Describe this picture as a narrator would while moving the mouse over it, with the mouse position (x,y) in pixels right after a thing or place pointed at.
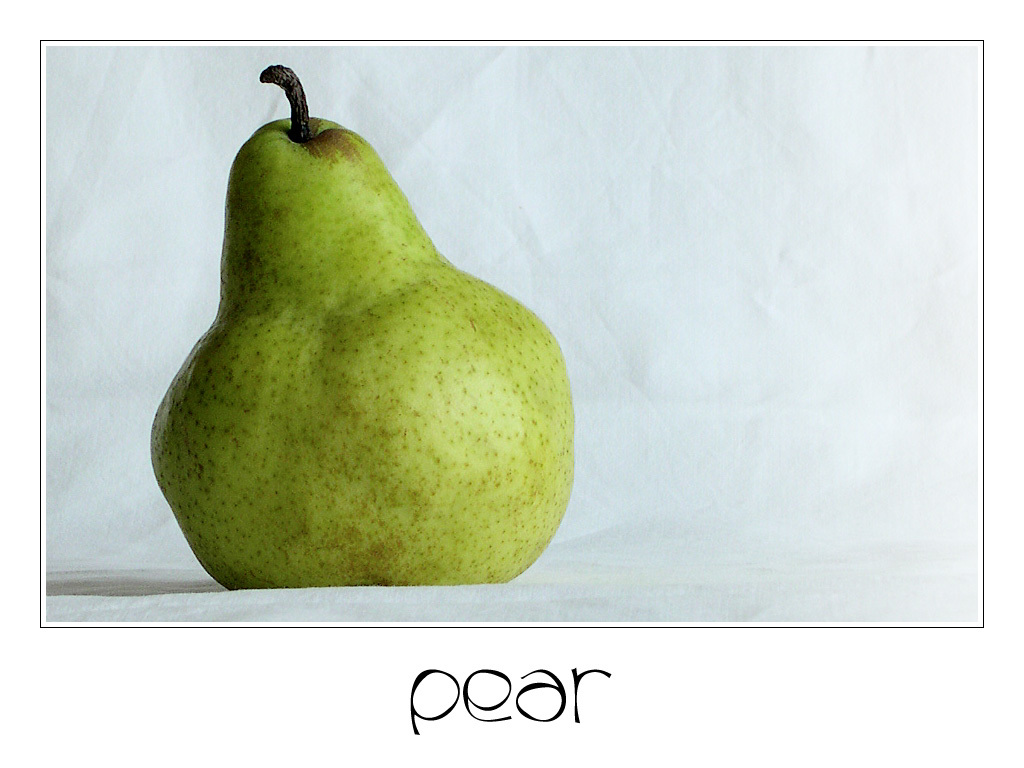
In this image I can see a green color pear (362,374) on a white color surface (692,614). Here I can see something written on the image.
